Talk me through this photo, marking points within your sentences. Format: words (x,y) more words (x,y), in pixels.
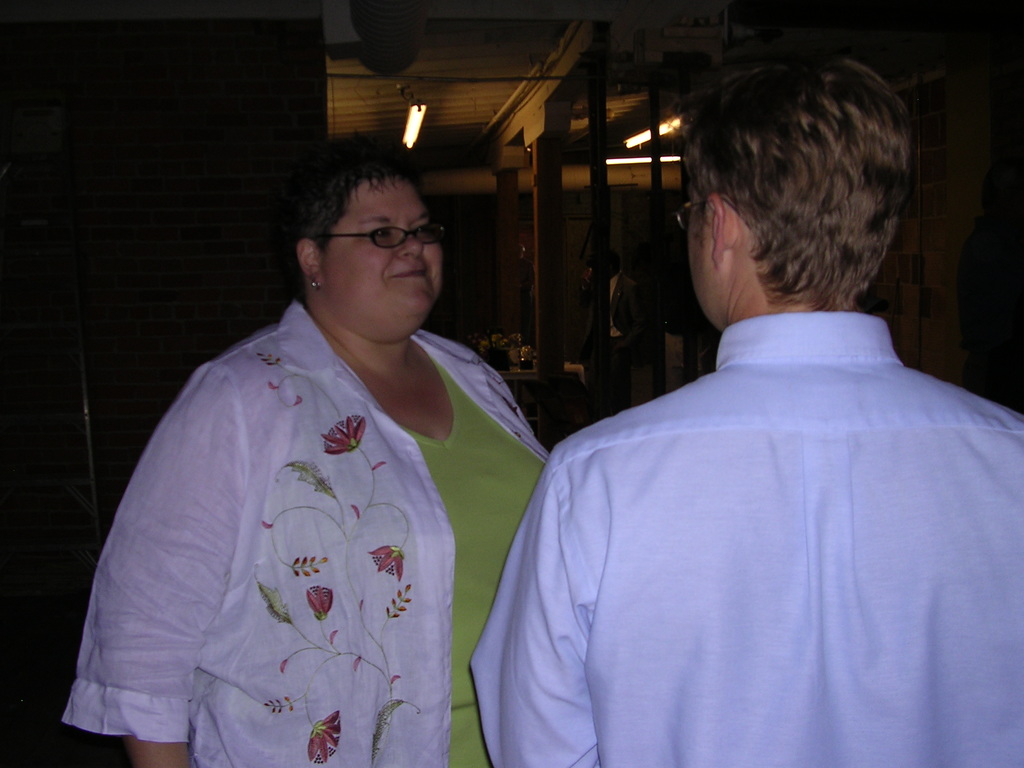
In this picture we can see few people (609,377), in the background (526,368) we can find few lights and other things (528,354) on the table (515,375).
